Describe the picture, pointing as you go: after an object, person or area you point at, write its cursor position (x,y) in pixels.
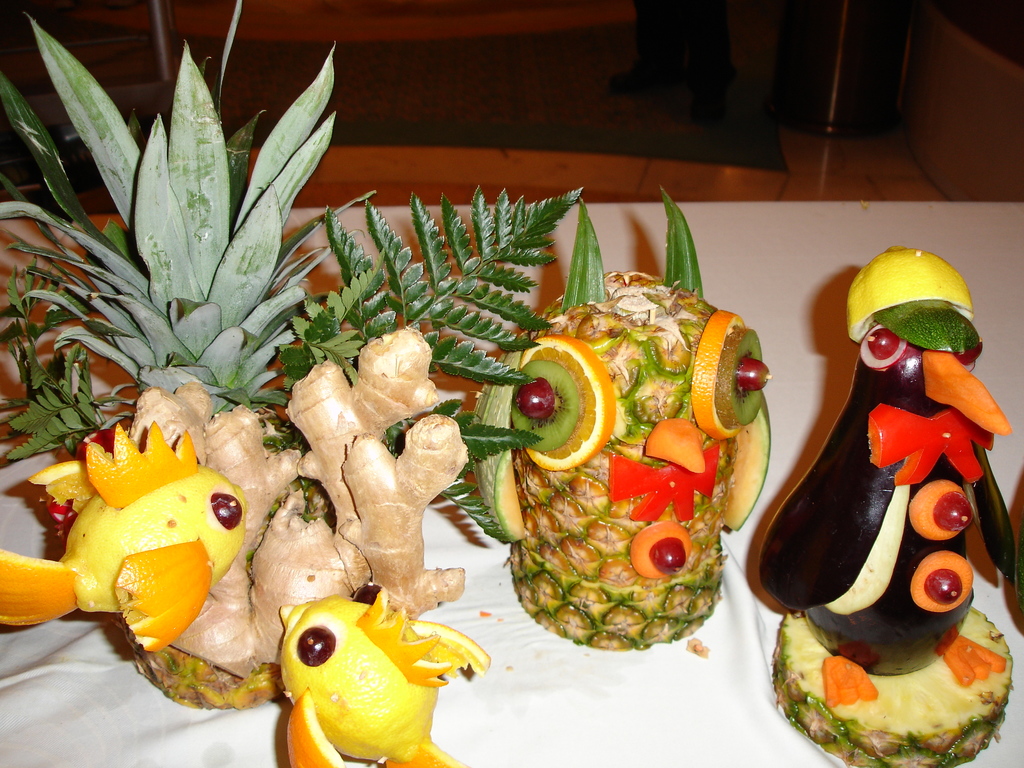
In this image we can see the crafts (718,476) made of vegetables (996,539) and fruits (222,538).
